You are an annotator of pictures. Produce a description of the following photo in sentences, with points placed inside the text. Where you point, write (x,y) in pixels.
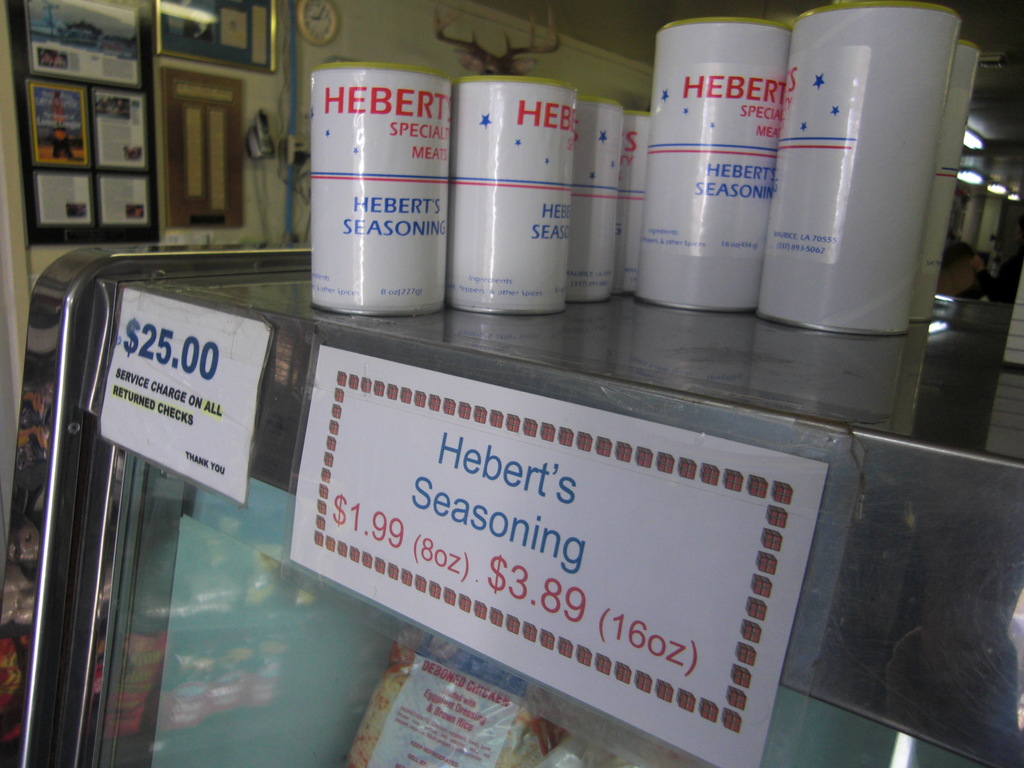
In this image we can see these things (341,242) are placed here. Here we can see the price tags (391,542) on the glass (149,659). In the background (52,197), we can see photo frames (168,192) on the wall (286,39), clock (315,19) and animal head (508,69) also we can see the lights (969,181).
